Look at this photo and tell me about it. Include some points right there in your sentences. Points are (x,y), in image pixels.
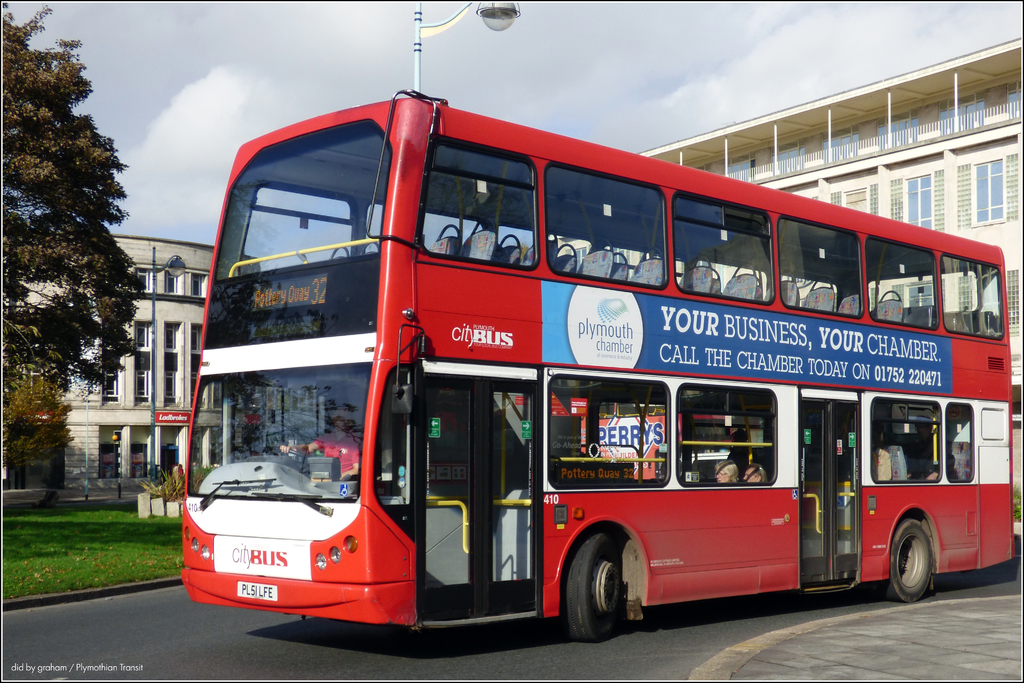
In this image, in the middle (602,366), we can see a bus (371,548) which is moving on the road (378,645). In the bus (369,448), we can see a person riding it. On the right side (989,172), we can see a building (956,197), glass window (993,202). On the left side (105,323), we can see some trees (43,435), plants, street light (153,415), pole (87,430), building (94,395). In the background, we can also see a street light (418,25). At the top (257,42), we can see a sky (272,37), at the bottom (58,544), we can see a grass (84,562), road (274,619) and a footpath (970,646).
